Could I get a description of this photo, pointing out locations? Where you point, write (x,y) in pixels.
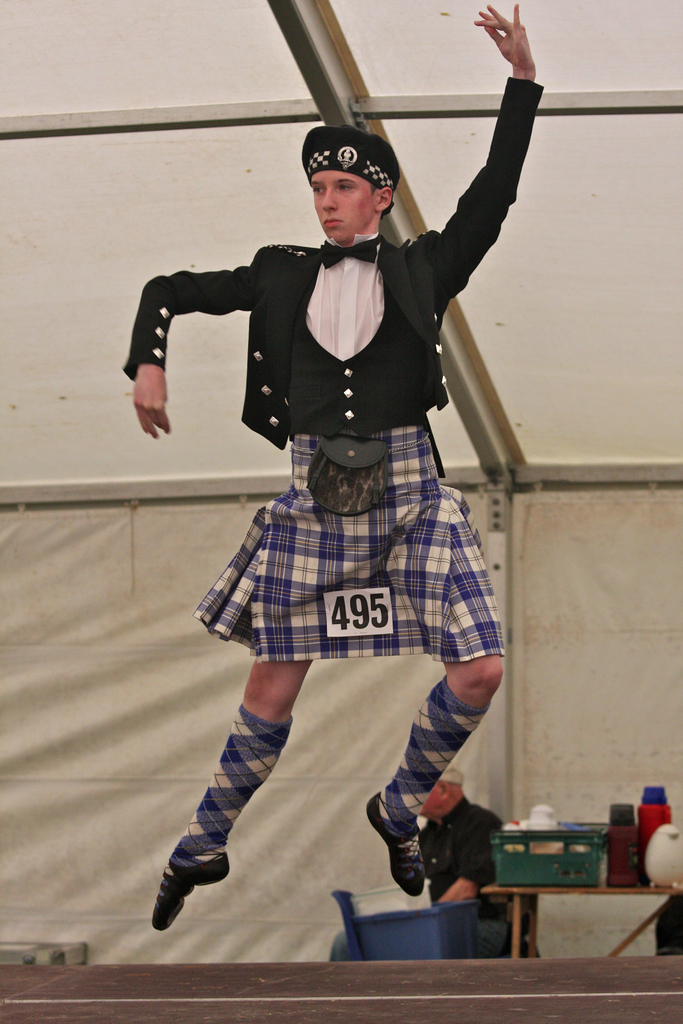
In this picture there is a man (464,202) who is wearing cap (306,153), jacket (221,287), kilt (318,435) and shoes (201,878). He is jumping from the floor (218,1003). Beside him I can see the basket (594,851), bottles (638,841) and other objects (677,846) on the table (510,889). In the back (469,818) there is a man (446,825) who is sitting near to the cloth (644,764). At the top (142,209) I can see the roof (638,285) of the shed (287,235).
